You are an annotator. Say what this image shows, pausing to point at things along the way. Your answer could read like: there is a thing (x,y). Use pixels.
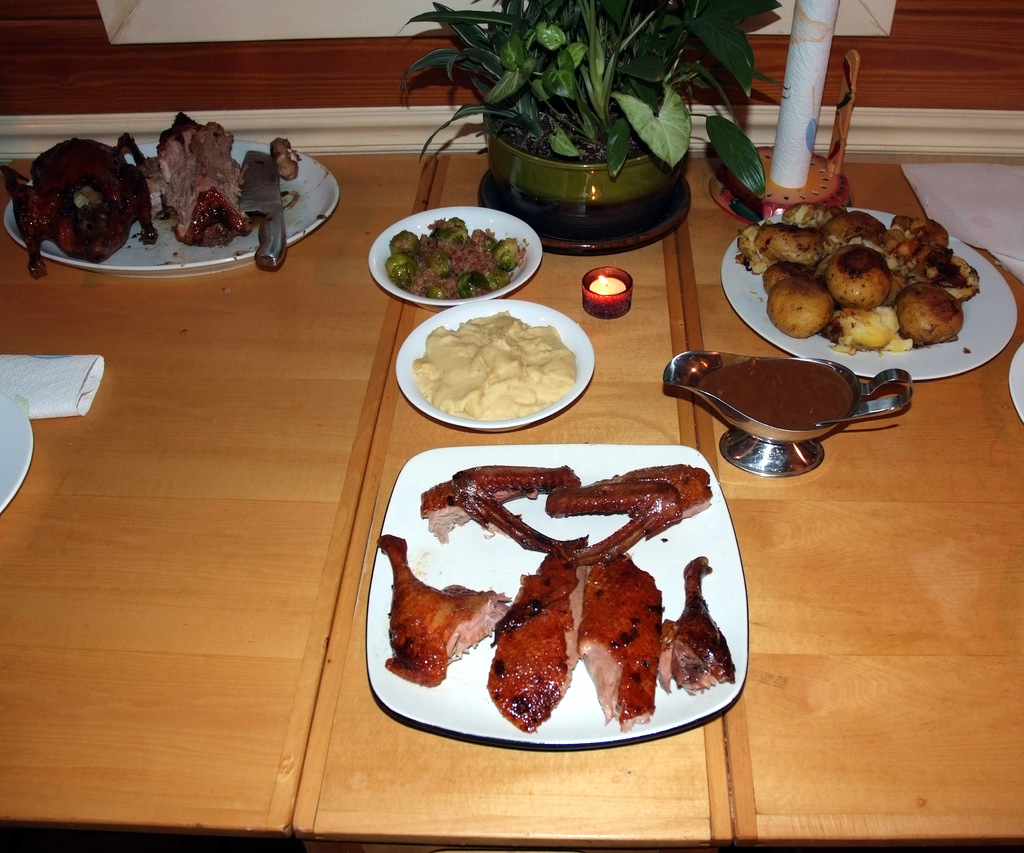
In this image I can see the brown color table (164,476). On the table (198,456) I can see the plates (467,571) with food (540,490) and the flower pot (530,191). The plates (432,575) are in white color and the food (409,605) is colorful. To the side I can see one more white color napkin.
